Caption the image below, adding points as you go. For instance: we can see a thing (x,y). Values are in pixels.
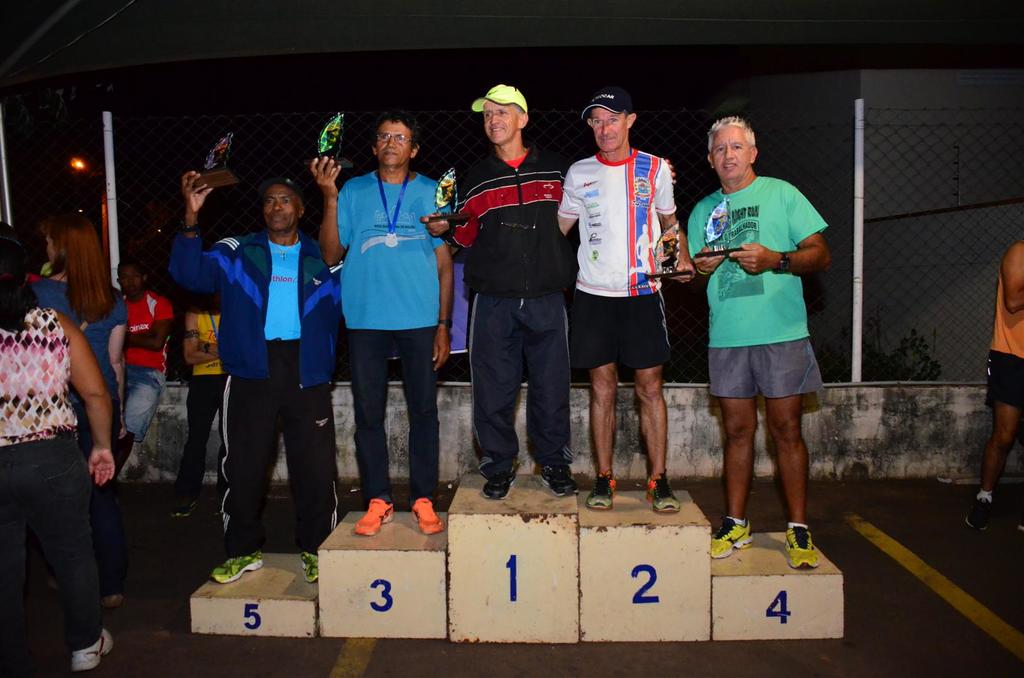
In this image we can see there are a few people (516,346) standing on the box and holding trophy (223,163). And there are a few people (137,383) standing. And there is a fence (845,178) attached to the wall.
